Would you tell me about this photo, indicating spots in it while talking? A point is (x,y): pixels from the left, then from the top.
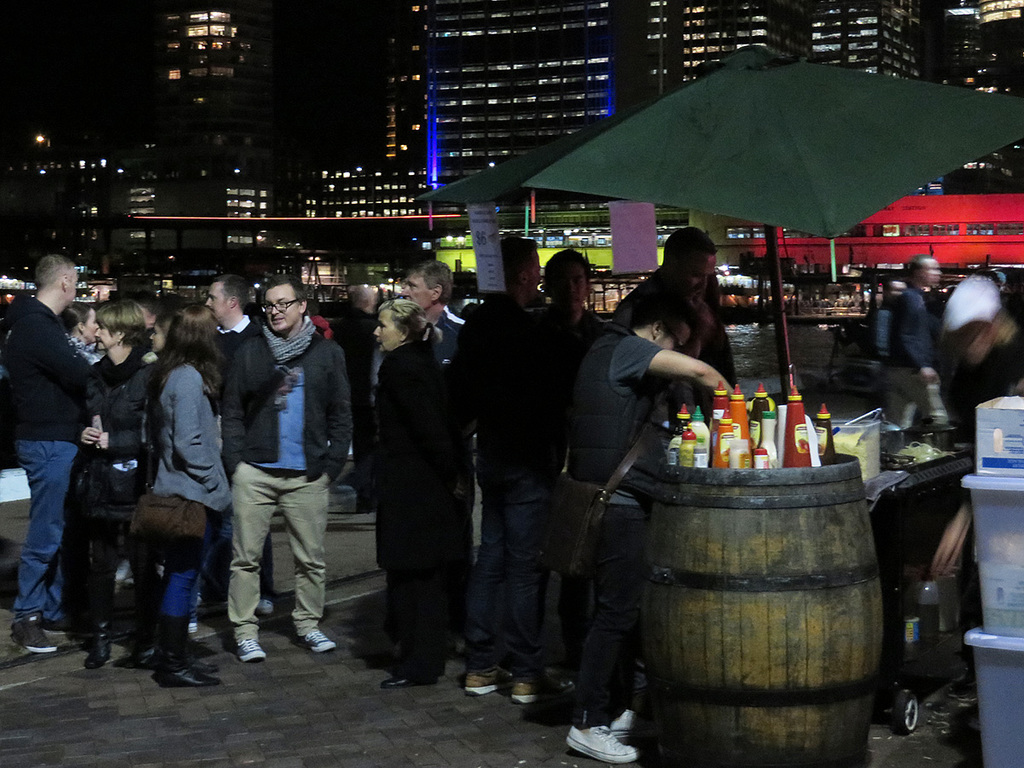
In this image we can see buildings (513,94), electric lights (203,99), water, persons (228,389) standing on the floor (440,698), parasol (749,156), condiments (680,453) on the barrel (807,674) and containers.
